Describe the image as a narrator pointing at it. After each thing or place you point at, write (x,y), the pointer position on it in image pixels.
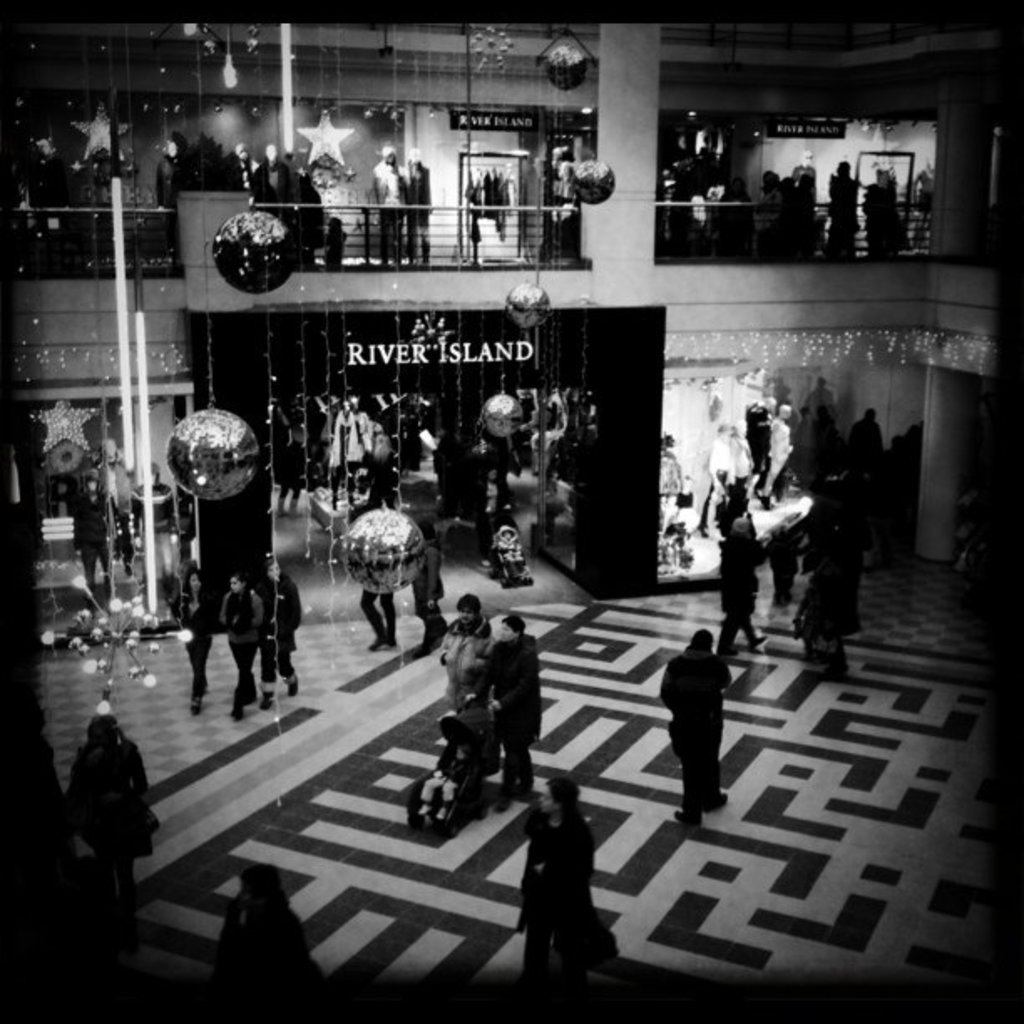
In this image we can see the inside view of a mall (518,608) which is decorated with ornaments (325,180), stars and some other lights (166,369), there are some group of persons (530,671) walking through the floor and in the background of the image (464,125) there are some stores (464,125).
